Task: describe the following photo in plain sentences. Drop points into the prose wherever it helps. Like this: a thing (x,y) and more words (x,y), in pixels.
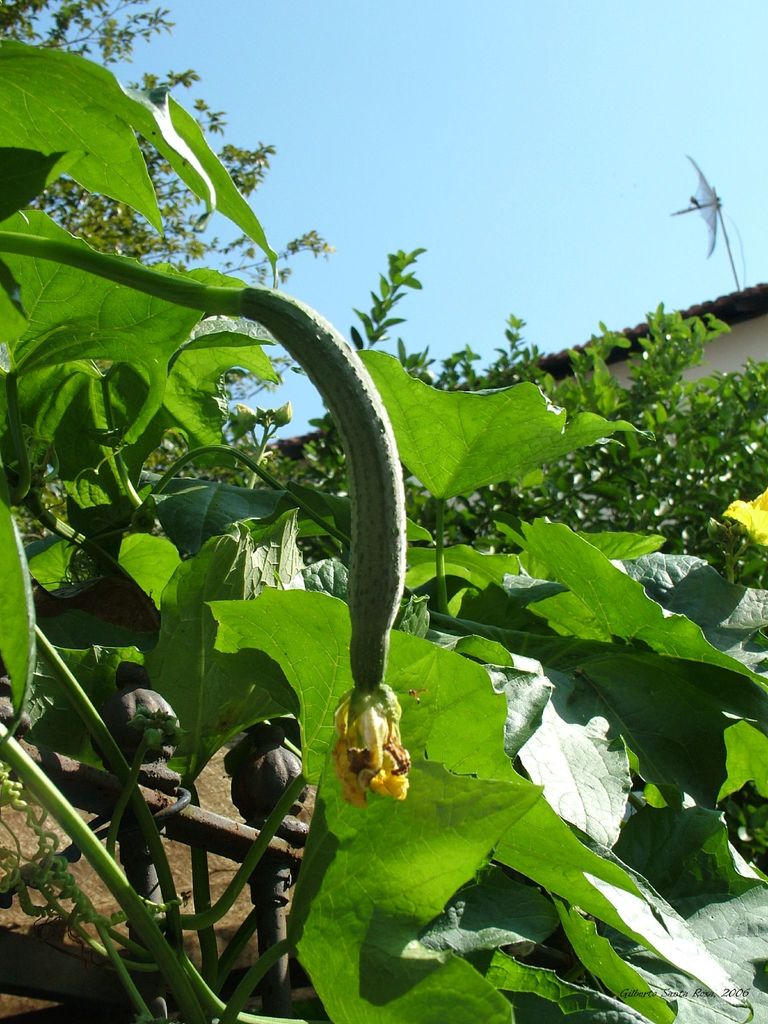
In the picture we can see the plants (450,919). Behind the plants (702,523), we can see a part of the house roof (742,299). In the background (739,255) we can see the sky (735,231).
